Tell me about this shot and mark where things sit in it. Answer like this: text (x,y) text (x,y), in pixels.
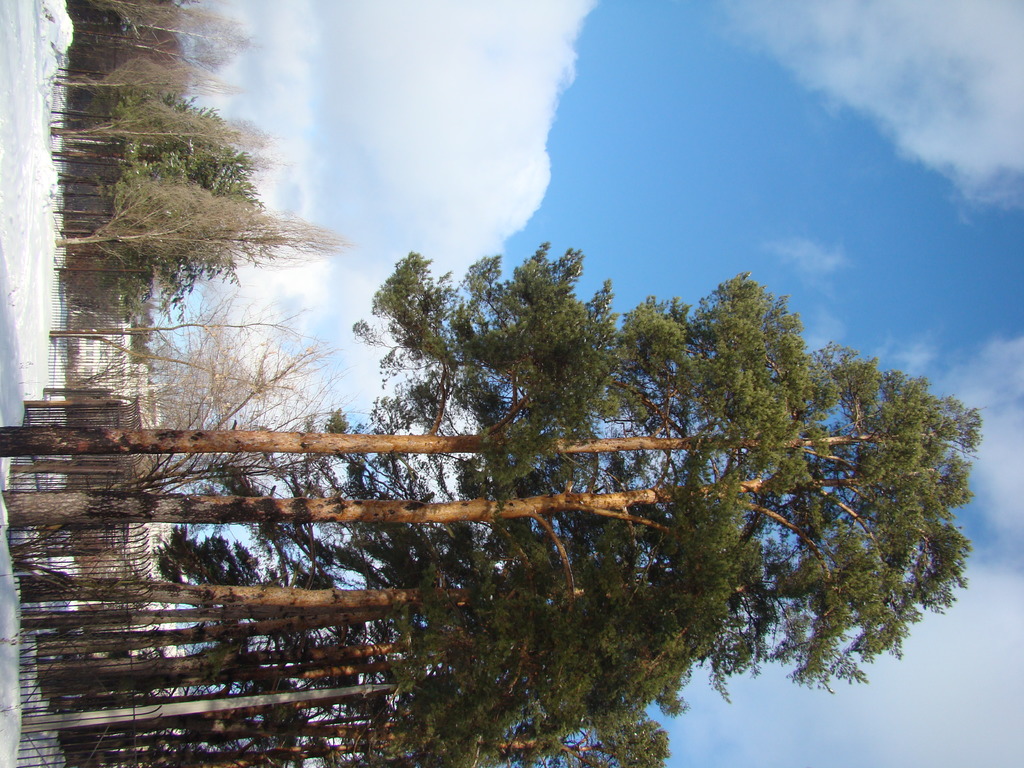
Here we can see trees (209,448) and a fence (77,410). This is snow (34,77). In the background (389,131) there is sky (624,144) with clouds (836,81).
